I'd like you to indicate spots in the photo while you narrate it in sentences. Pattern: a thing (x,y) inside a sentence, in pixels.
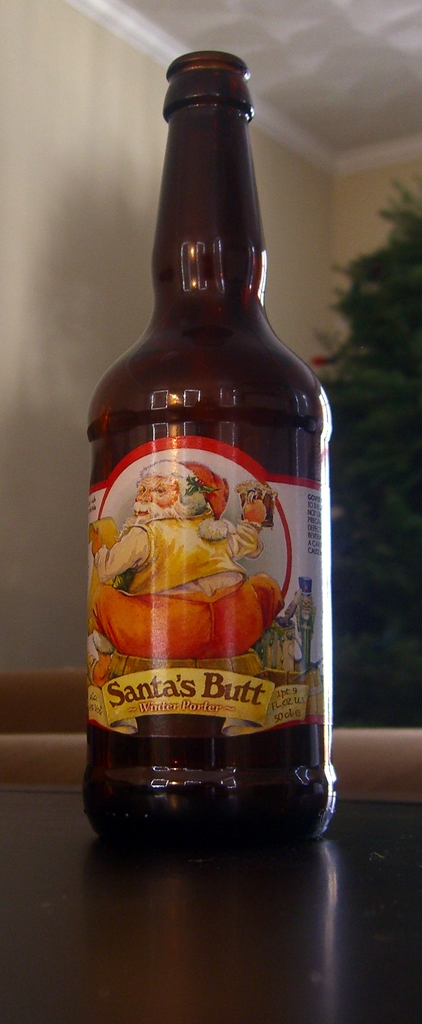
In this image there is a bottle (237,470) at the background (378,463) we can see a tree (383,264) and a wall (290,227).
